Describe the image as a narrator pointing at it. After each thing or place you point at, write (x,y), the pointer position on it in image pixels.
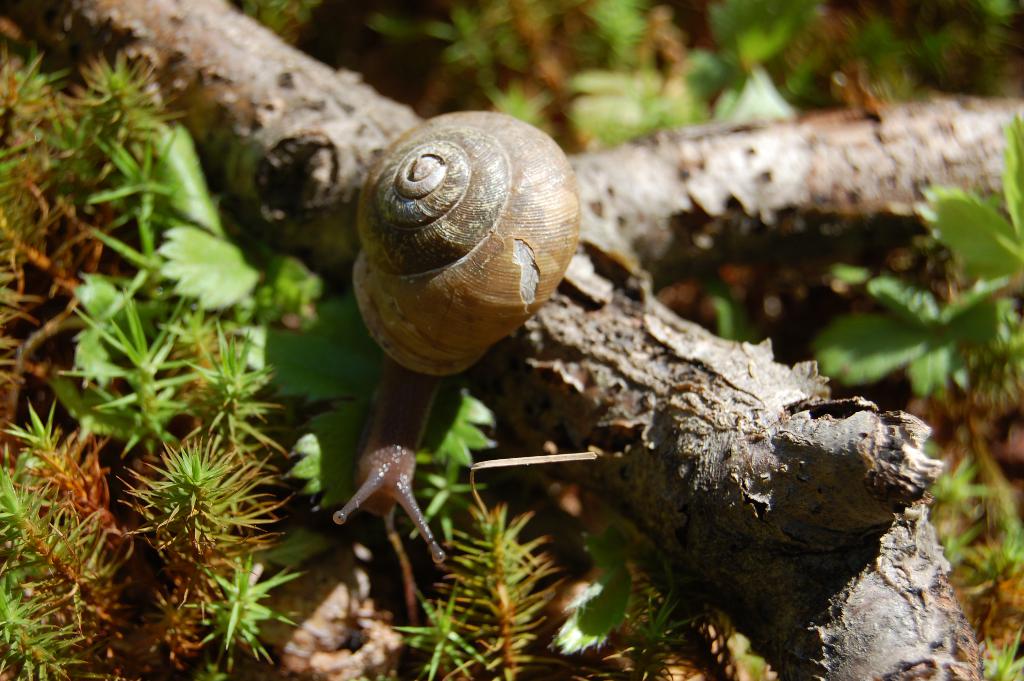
In this image there is a snail (394,225) on a wooden trunk (601,276). Background (145,132) there are few plants (180,169).
